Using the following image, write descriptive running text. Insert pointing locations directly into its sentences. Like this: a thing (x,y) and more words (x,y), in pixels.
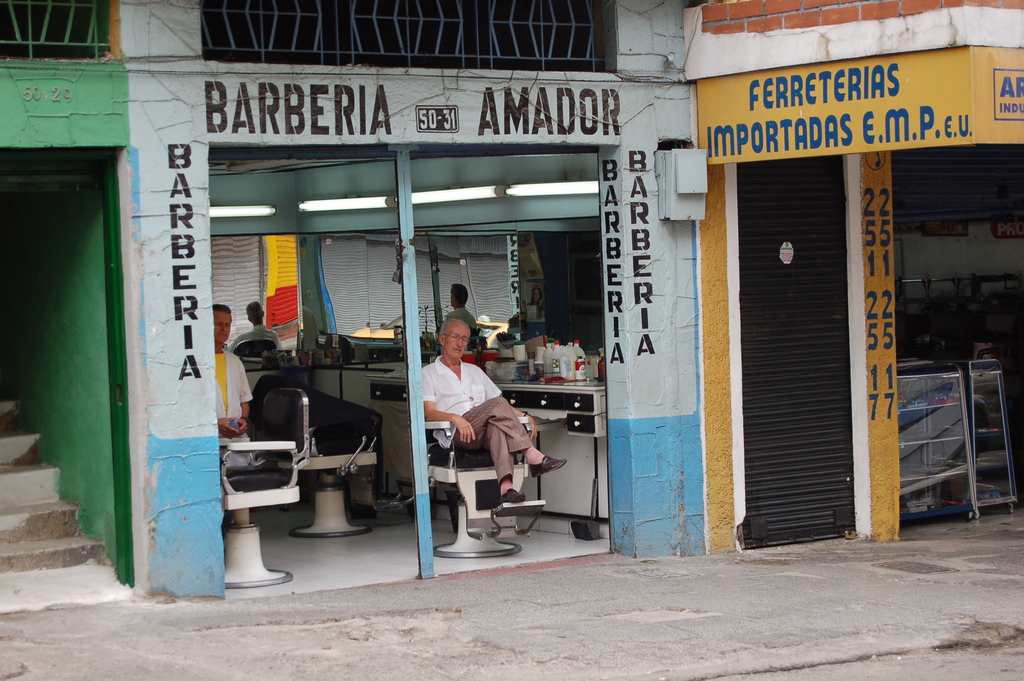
In this picture we can see man (428,414) in front (444,348) sitting on chair (464,510) and at back of him we can see mirrors (452,309), bottles (587,369), some items (312,351) on table (316,364) and in background (55,545) we can see steps (68,560), fence (595,40), shutter (761,218), glass (921,406), racks (946,427), wall (951,271).
